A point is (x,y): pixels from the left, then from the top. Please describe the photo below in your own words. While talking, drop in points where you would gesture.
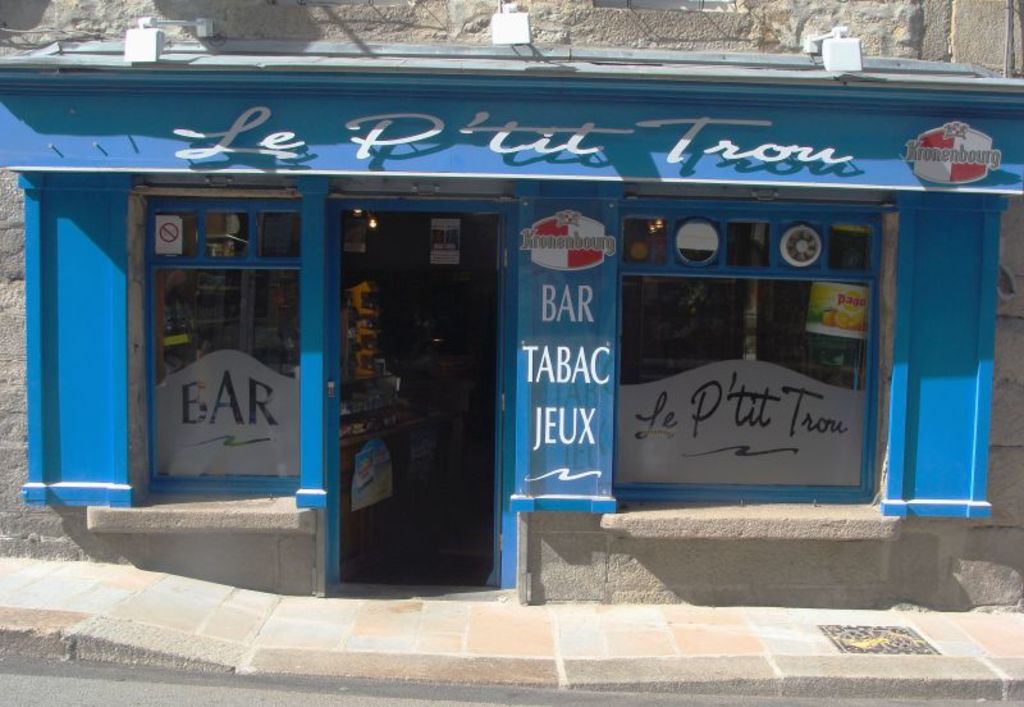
In this image there is a shop (277,324) in which we can see the name board (314,147) at the front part of the shop (382,209), there are few lights (156,39) near the name board (515,112), the wall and the pavement (570,668).
